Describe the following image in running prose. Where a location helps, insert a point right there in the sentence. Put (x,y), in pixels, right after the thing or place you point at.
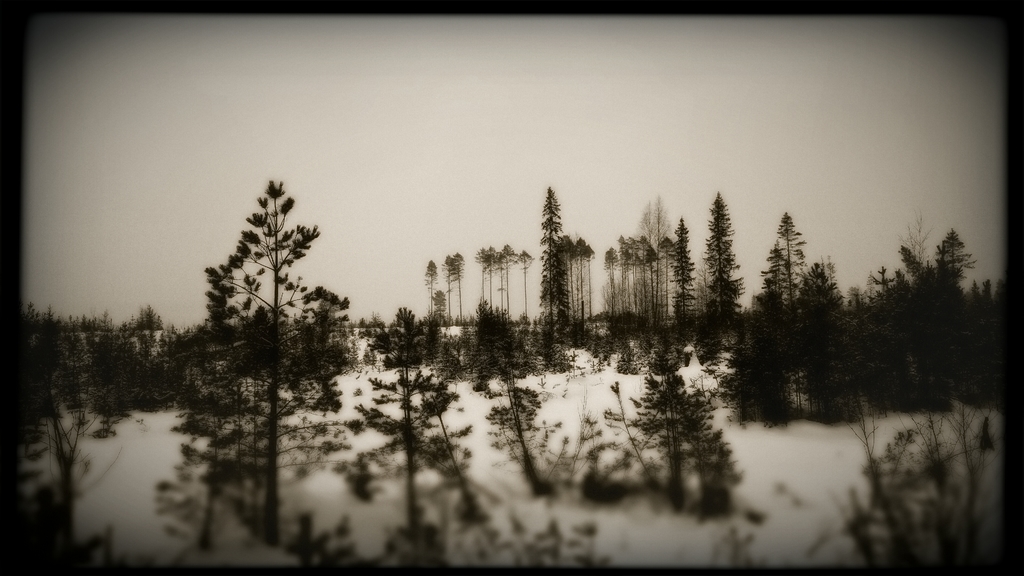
It looks like a black and white picture. We can see there are trees (516,366), snow (499,381) and a sky (397,110).
